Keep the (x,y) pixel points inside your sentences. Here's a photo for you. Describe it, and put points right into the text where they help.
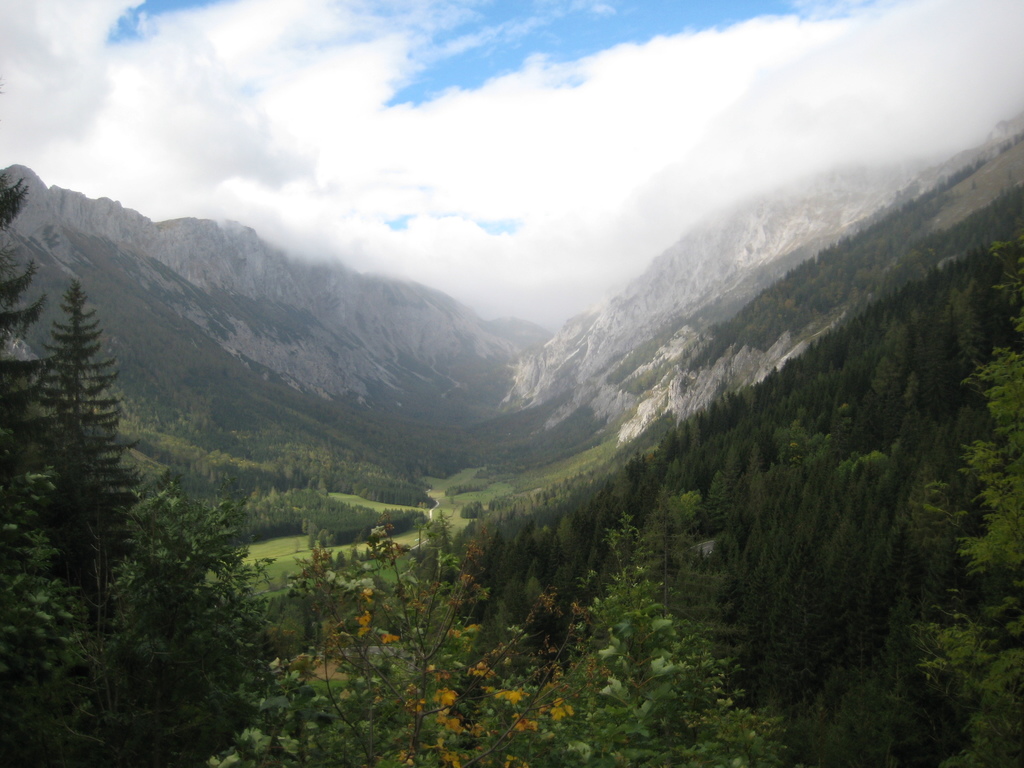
In this image we can see the mountains (569,372). And we can see the plants (147,533), trees (106,394) and grass (472,494). And we can see the clouds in the sky (397,39).
